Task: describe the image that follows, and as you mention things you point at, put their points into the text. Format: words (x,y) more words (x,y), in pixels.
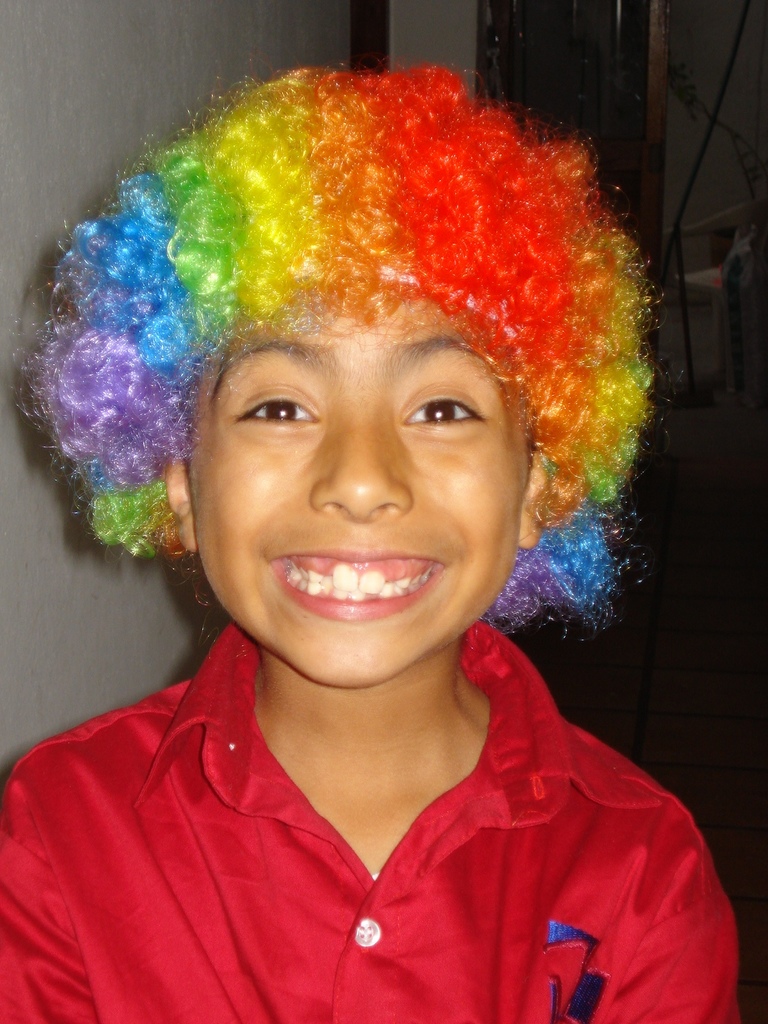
In the middle of the image (432,599) we can see a kid (374,761) and the kid (297,676) is smiling, in the background (688,354) we can see a chair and a cable (717,115).
